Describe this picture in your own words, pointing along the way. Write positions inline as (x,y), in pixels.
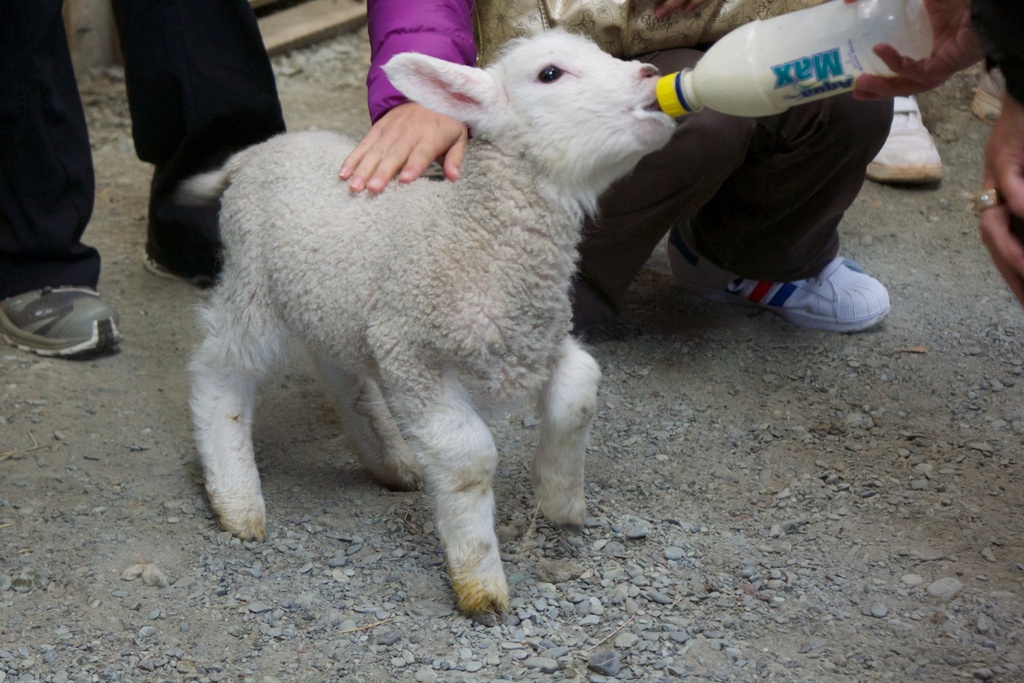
In the center of the image (524,244) there is a lamb (342,382). On the right (948,58) we can see a person's hand (897,70) holding a bottle (737,105). In the background (680,131) there are people (906,129). At the bottom (584,620) there are stones (606,589).
